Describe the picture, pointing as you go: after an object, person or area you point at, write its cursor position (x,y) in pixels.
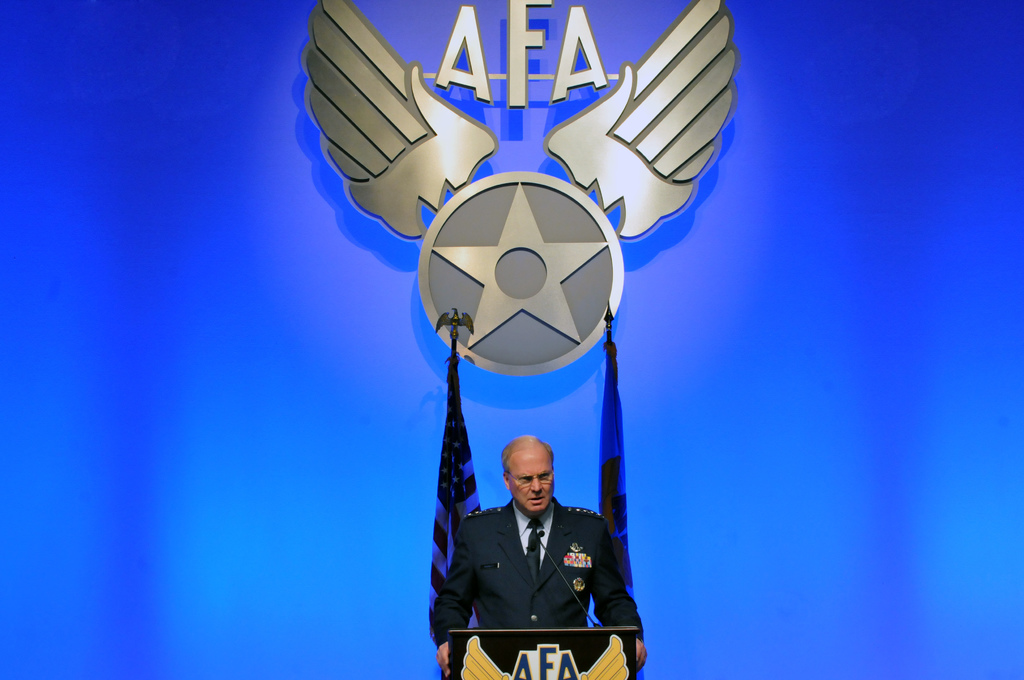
In this image I can see a man (455,569) in the front (466,568) and I can see he is wearing uniform (522,560). In the front of him I can see a podium (458,651) and on it I can see a mic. I can also see something is written on the podium (518,647). In the background (416,389) I can see blue colour wall (411,369), few flags (446,443) and a logo (434,223).
